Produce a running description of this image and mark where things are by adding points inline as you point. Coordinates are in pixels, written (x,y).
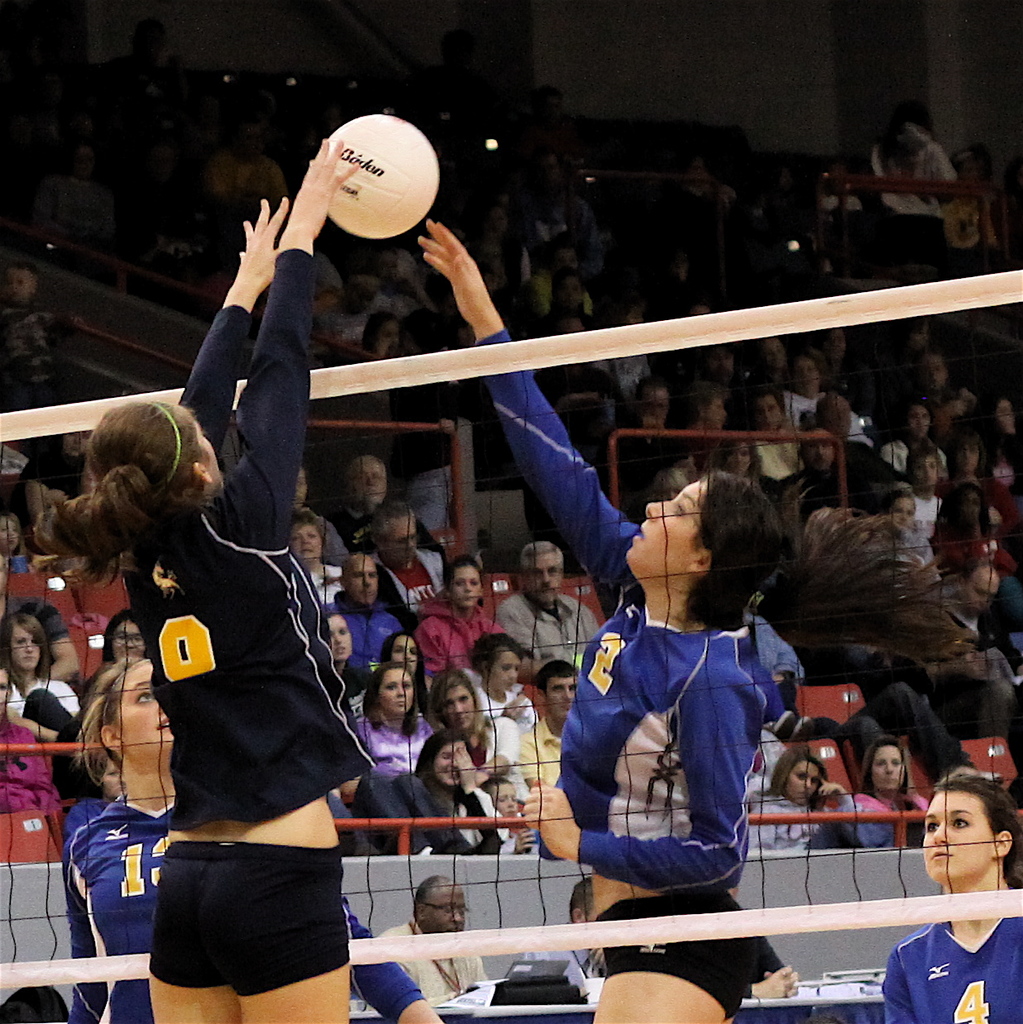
In this picture I can see few women's (697,894) are playing with ball (393,186) in between the net (492,945), side few people (429,998) are sitting in front of the table (539,1009) on which I can see some objects (547,985) are placed, behind so many people (356,571) are sitting and watching.
